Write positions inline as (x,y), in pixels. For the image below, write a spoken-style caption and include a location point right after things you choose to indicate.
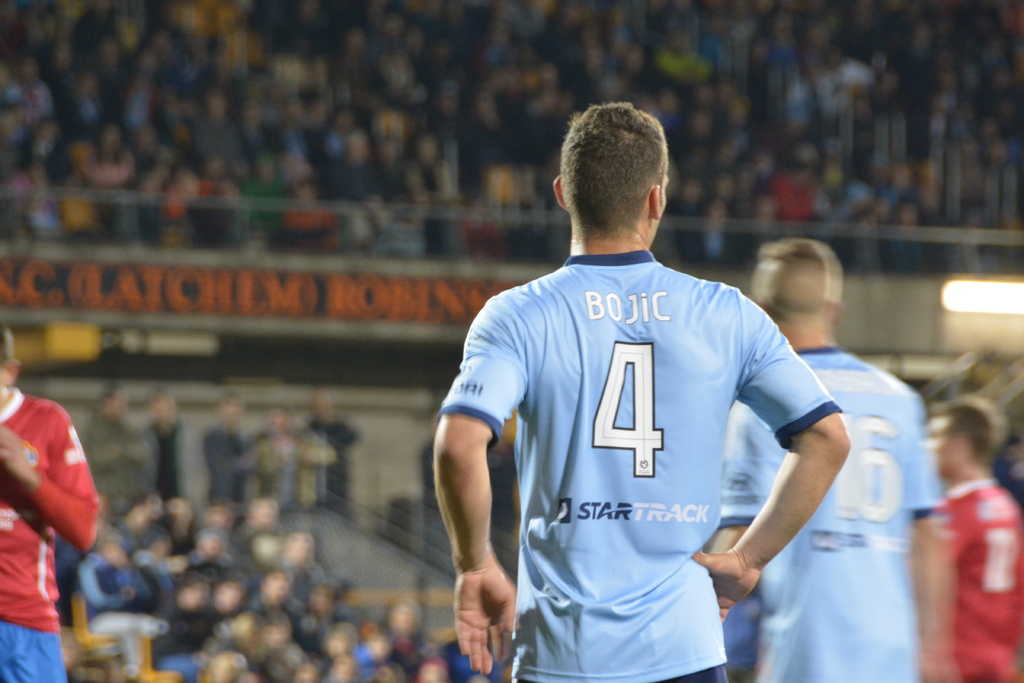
In this image I can see the group of people (630,652) with blue and red color dresses (673,638). In the background (221,234) I can see the boards (400,310), lights (963,287), railing (220,199) and many people (288,444). But the background (295,494) is blurred.
